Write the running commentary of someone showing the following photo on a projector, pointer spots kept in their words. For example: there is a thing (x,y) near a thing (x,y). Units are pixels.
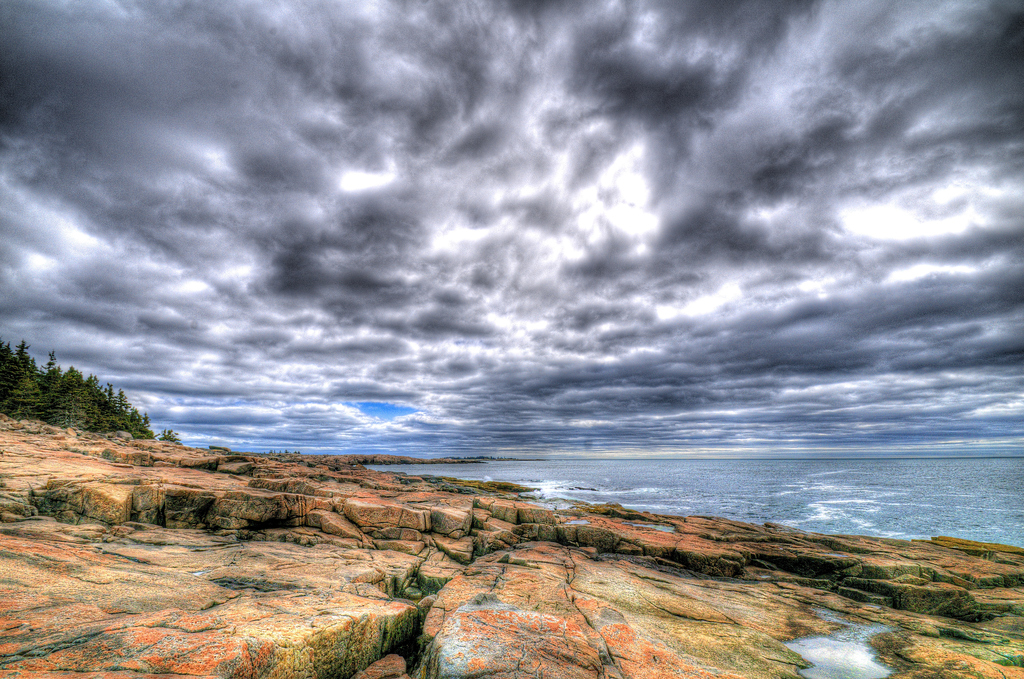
In this image we can see rocks (698,568), on the left corner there are trees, there is the water (757,491), the sky (716,203) is cloudy.
